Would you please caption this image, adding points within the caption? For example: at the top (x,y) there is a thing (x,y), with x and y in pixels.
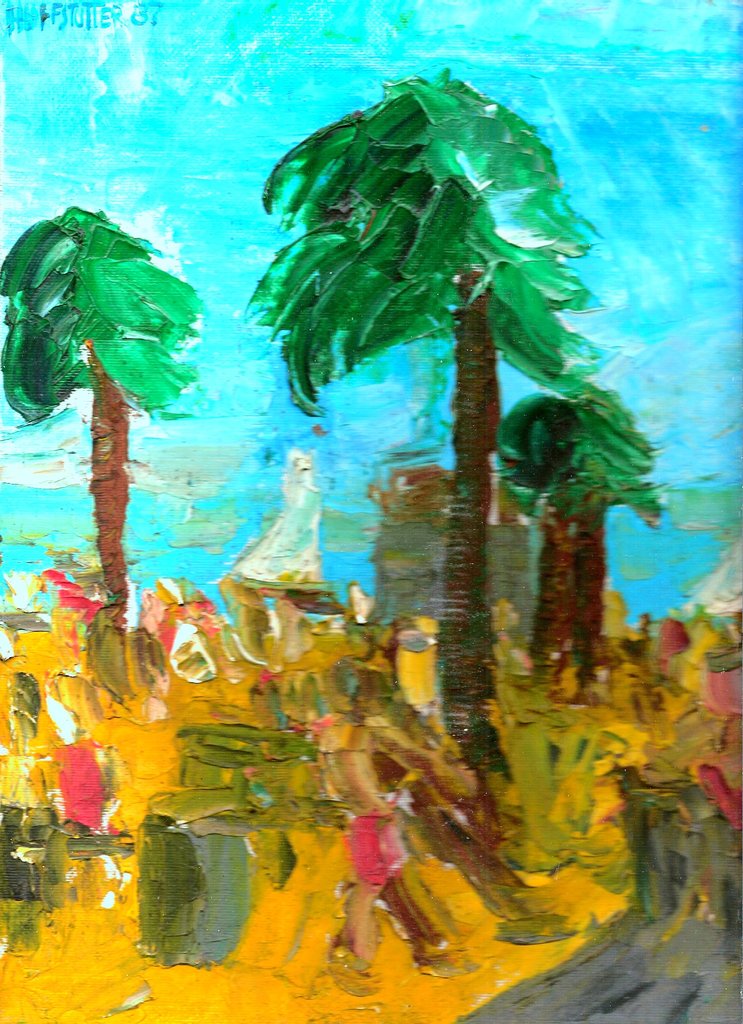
In this picture we can see the painting (472,891) which includes trees (581,573), ground (555,962) and sky (334,109) and many other objects (377,643). In the background (332,695) we can see some objects (370,727) seems to the group of persons (349,783). In the top left corner (70,24) we can see the text (79,22) and some numbers (151,21).
